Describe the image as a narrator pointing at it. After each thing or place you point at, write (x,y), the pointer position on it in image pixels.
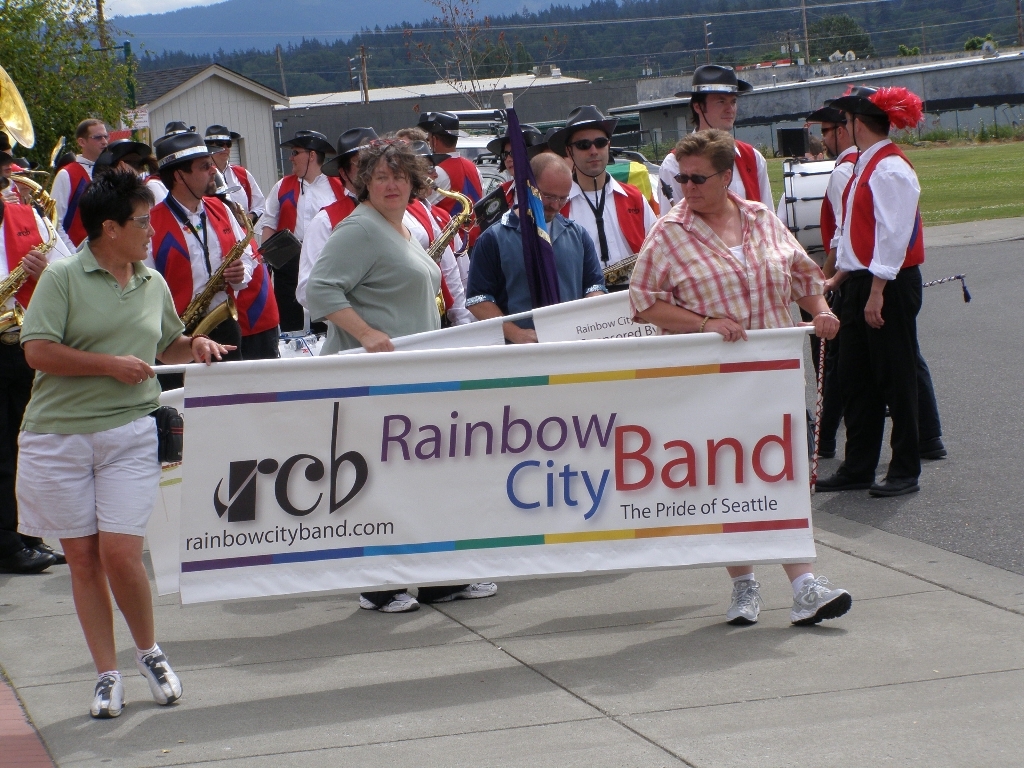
In this image I can see there are group of people (865,121) wearing a white and red color dress (230,173), standing in the road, in the foreground (112,328) I can see three persons (820,298) holding a hoarding board (519,456) and in the background (636,112) I can see houses (190,82), power line cables (617,21) and trees (503,50).
